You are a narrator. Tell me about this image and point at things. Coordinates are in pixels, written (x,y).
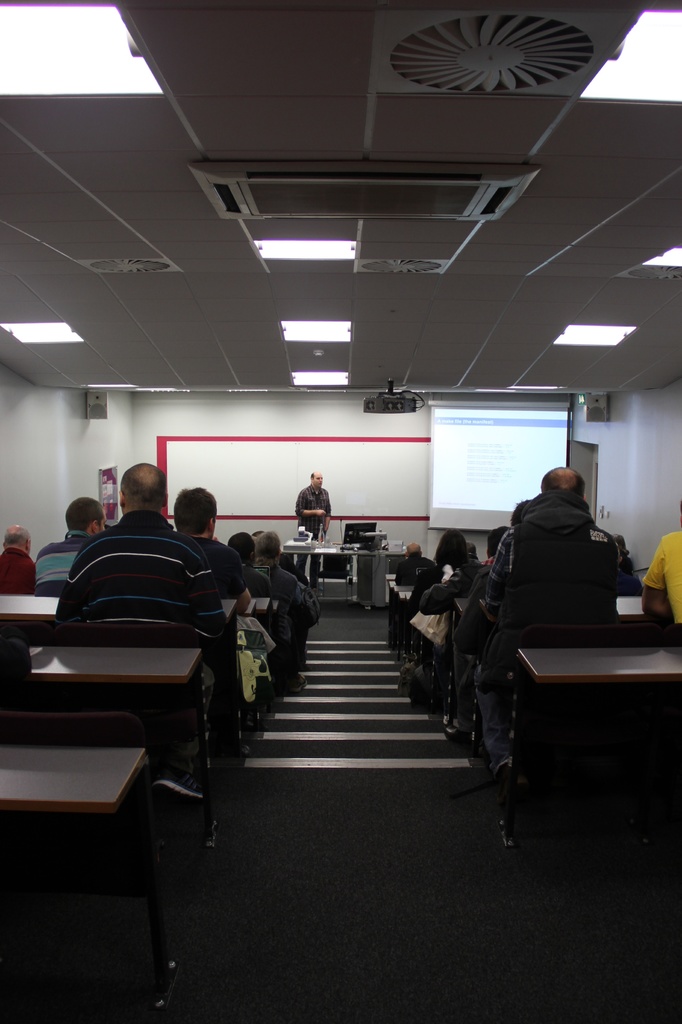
There are many people (122,521) sitting. And there are many tables (6,617). In the background (302,517) there is a person (316,515) standing. In front of him there is a table (372,556). On the table (337,545) there is a computer (356,527). In the back (232,433) there is wall (285,424) with a board (359,454) and a screen (514,454). On the ceiling (434,339) there are projector (380,400) and there are many lights (570,344). In the two sides there are speakers (105,396).
